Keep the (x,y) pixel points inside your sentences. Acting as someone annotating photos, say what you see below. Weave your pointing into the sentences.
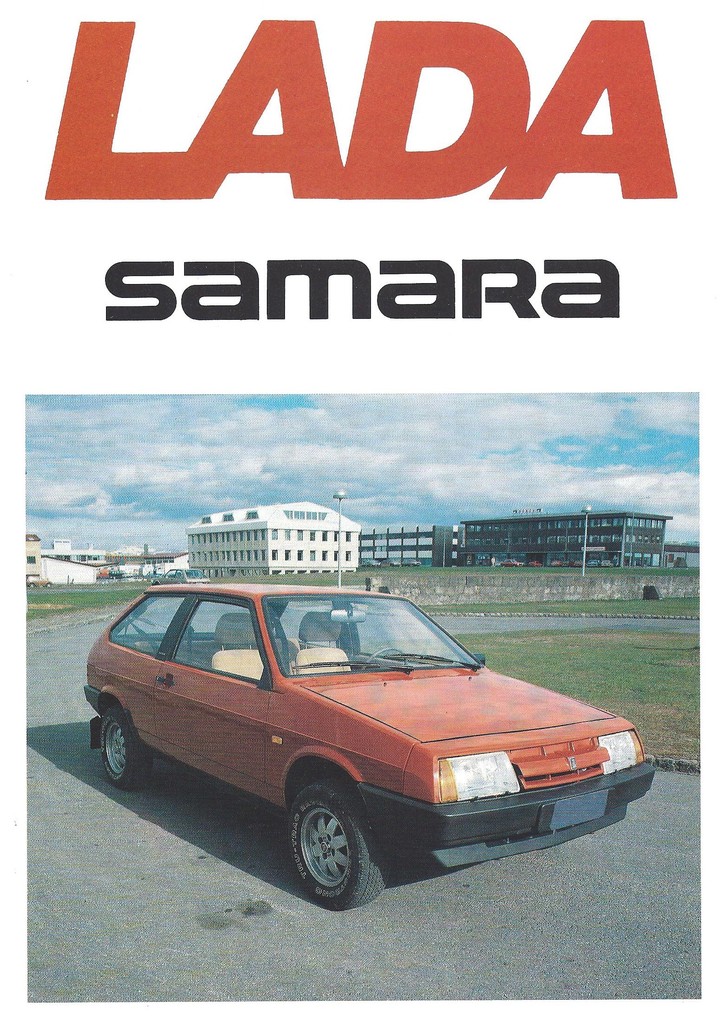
This is an advertisement. In the center of the image (365,648) we can see a car (258,685). In the background of the image (246,566) we can see the buildings (370,551), poles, wall (496,592), grass (551,570). At the bottom of the image (165,920) we can see the road (217,834). At the top of the image (349,181) we can see the clouds (305,473) are present in the sky (348,417) and we can see some text (318,314).
